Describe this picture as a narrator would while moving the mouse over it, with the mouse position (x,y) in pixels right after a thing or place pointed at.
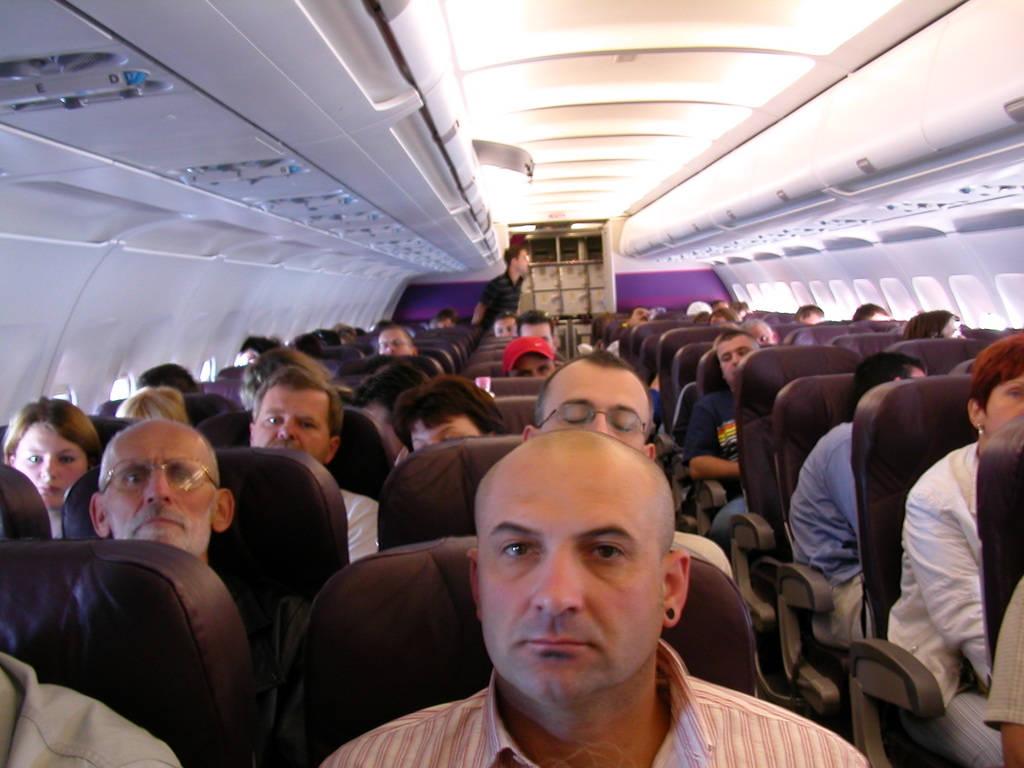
In this picture there is an inside view of the aircraft cabin (998,324). In the front (612,714) there are some public (558,714) sitting on the seat (405,601) and looking to the camera. On the top (571,122) we can see the lights (598,44) in the cabin ceiling (552,118).
